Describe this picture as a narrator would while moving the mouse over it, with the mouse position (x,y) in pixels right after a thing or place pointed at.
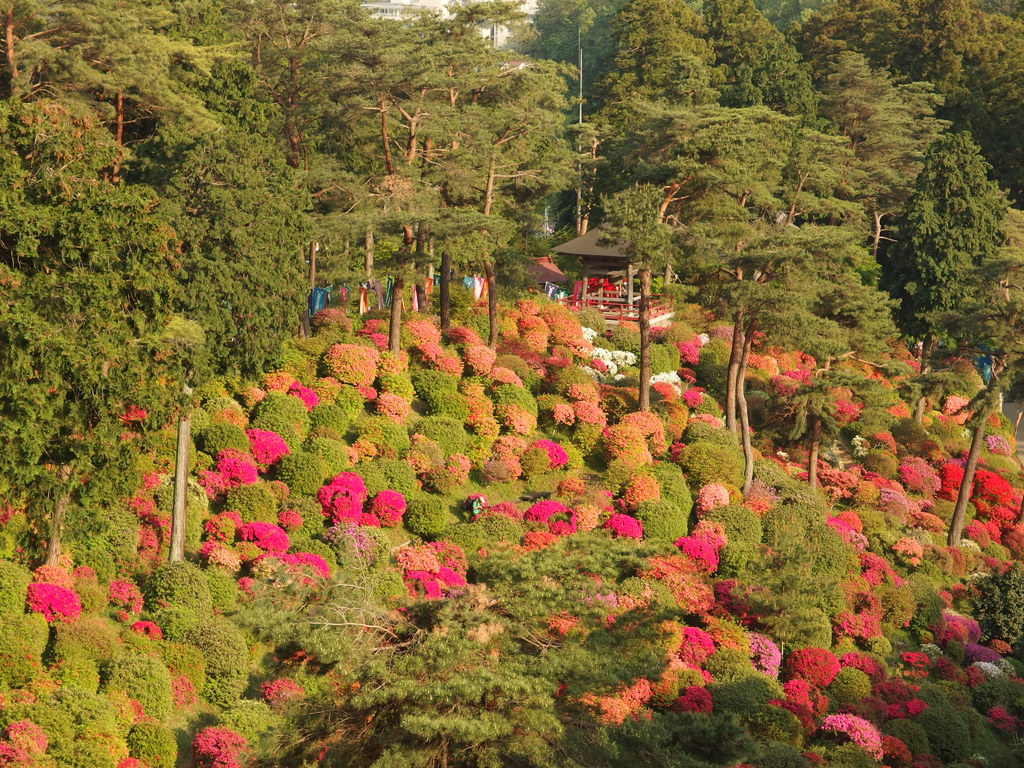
This place is looking like a garden (377,595). At the bottom (127,622), I can see many flower plants (333,483). In the background (554,162) there are many trees (383,156) and also there is shed (608,253) and few people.
